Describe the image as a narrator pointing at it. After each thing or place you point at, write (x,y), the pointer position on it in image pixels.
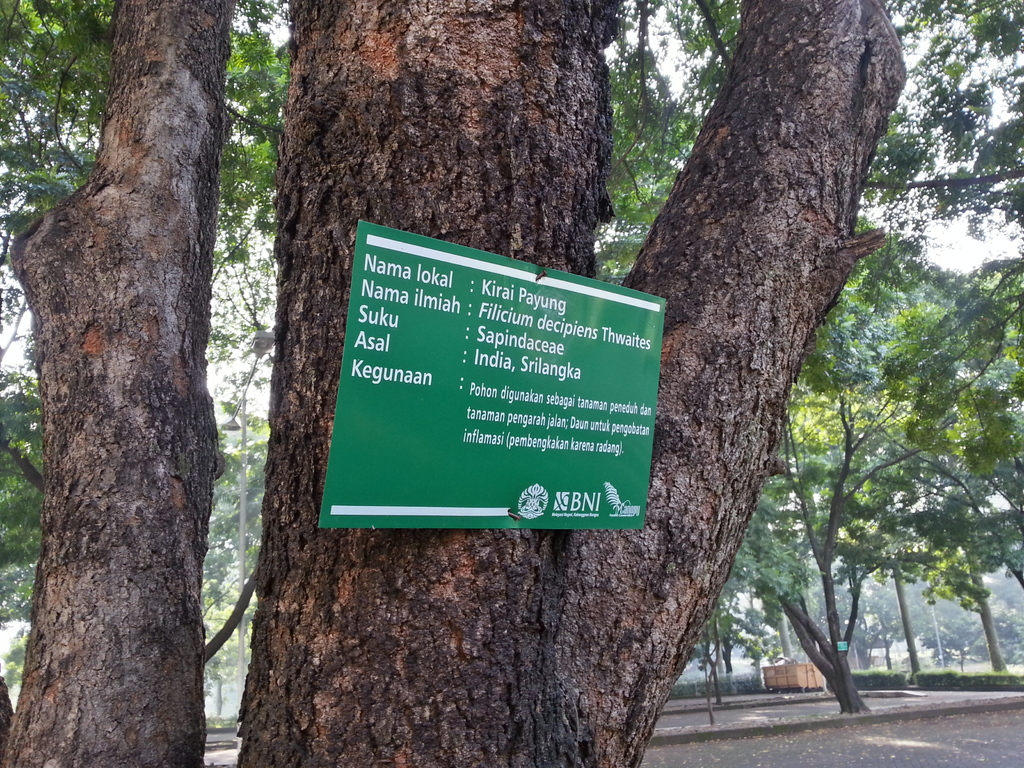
In this picture i can see trees (116,12) and building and a board (619,346) to the tree (347,225) with some text (563,370) on it.
